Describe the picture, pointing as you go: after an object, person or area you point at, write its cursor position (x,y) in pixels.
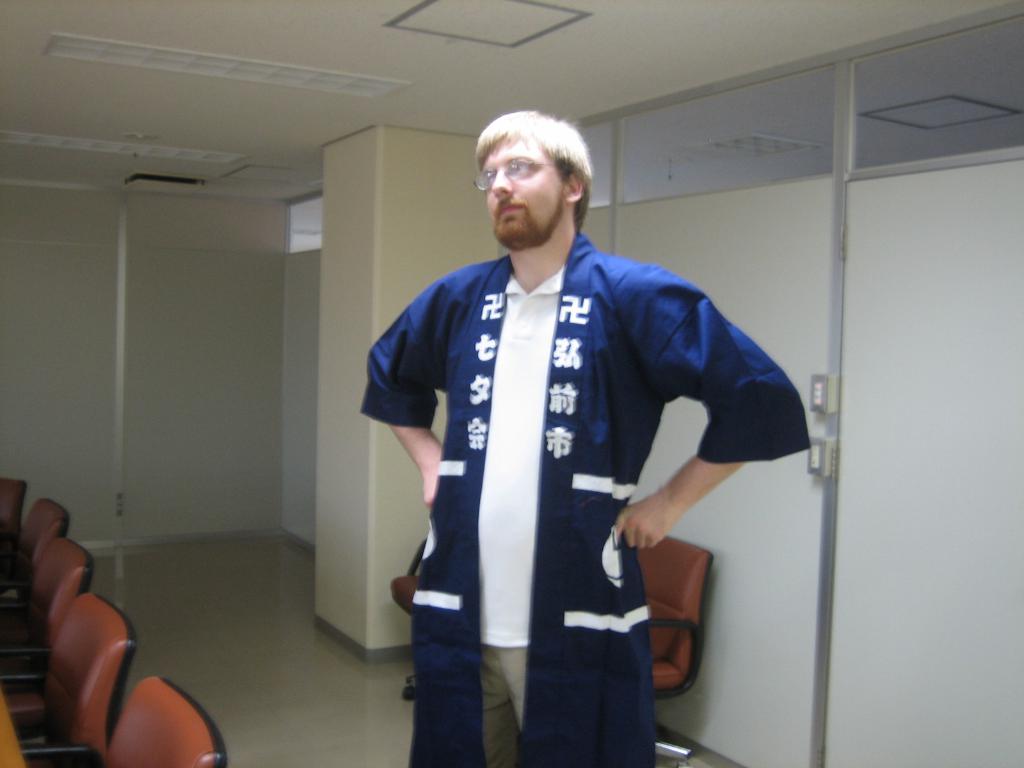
In this picture there is a man (565,312) who is wearing shirt (505,431), trouser (506,744) and jacket (619,498). He is standing near to the chairs (671,636). On the left (11,633) I can see the chair (80,559), table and door (34,403). On the right (880,124) I can see the partition (839,270). Behind him I can see some other chairs (671,616) which are placed near to the pillar (379,481). On the roof (202,31) I can see the lights (289,80).
